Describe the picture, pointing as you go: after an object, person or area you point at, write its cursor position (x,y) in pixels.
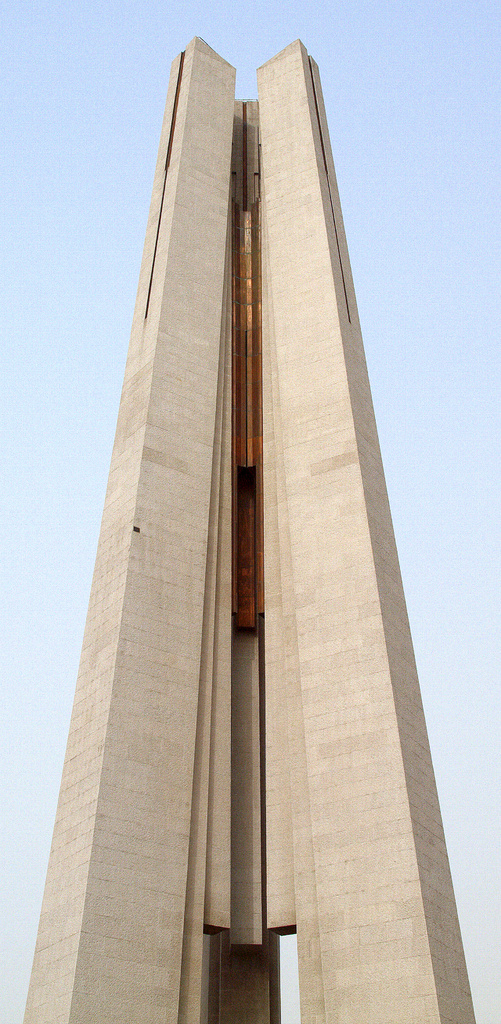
In this image I can see a building (230,375) in the centre (305,370) and in the background (68,7) I can see the sky (446,487).
